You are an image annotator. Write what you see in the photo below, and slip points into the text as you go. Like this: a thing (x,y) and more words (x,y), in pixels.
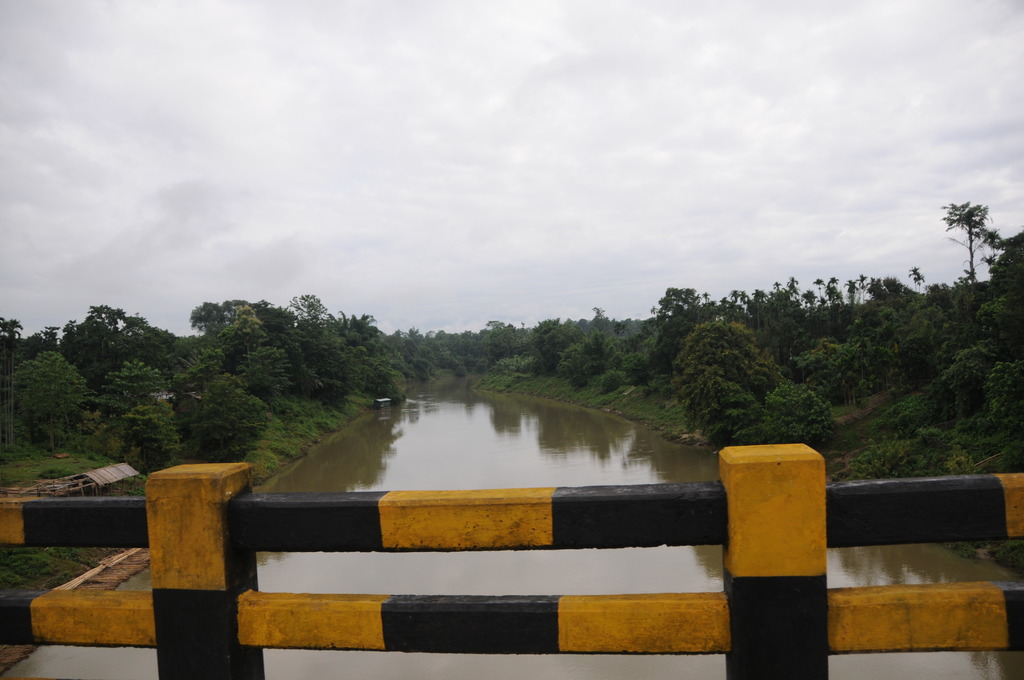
In the picture we can see a railing (665,648) which is black and yellow in color and behind it, we can see water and on the other sides of the water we can see grass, plants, trees (178,367) and in the background (646,214) we can see a sky (453,184) with clouds (405,221).
